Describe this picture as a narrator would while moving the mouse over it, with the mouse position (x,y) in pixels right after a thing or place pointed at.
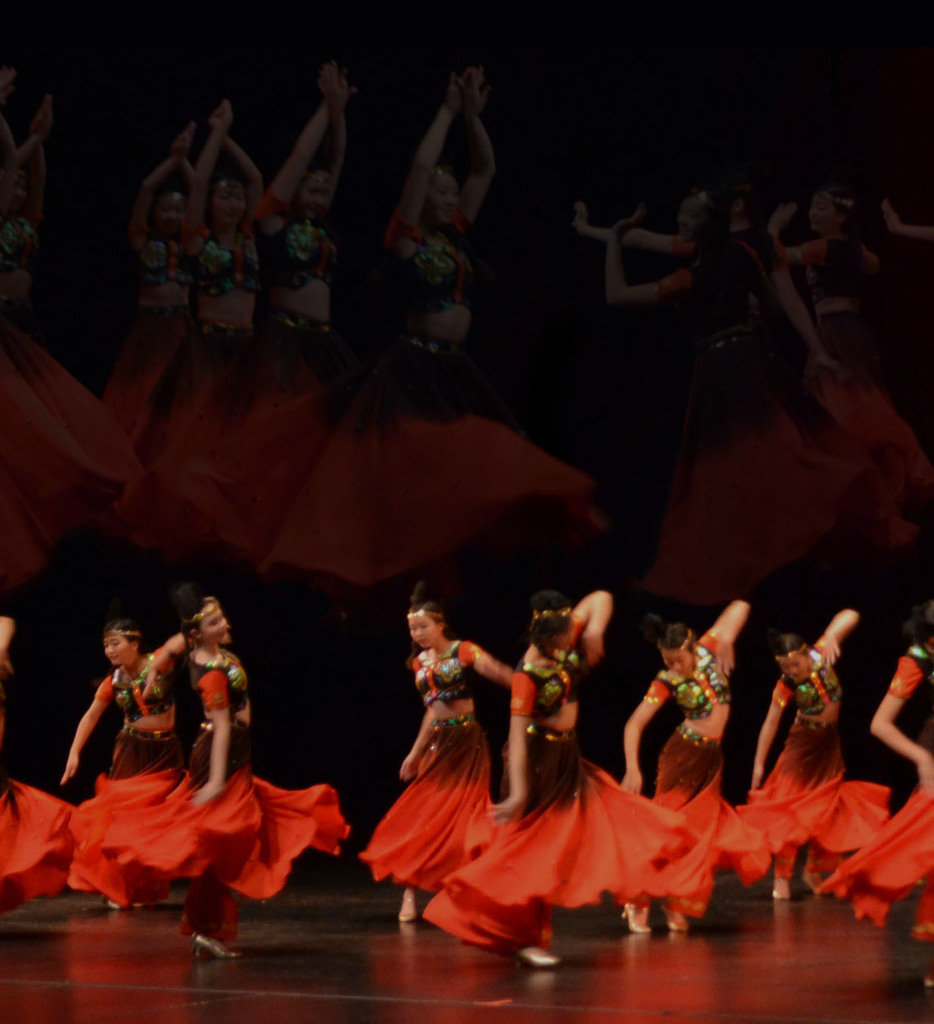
In this picture we can see the group of girls (502,924) wearing red color dresses (564,822) and dancing on the stage (633,941). Behind we can see the reflection (318,362) of the girls (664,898) on the screen (235,420).
